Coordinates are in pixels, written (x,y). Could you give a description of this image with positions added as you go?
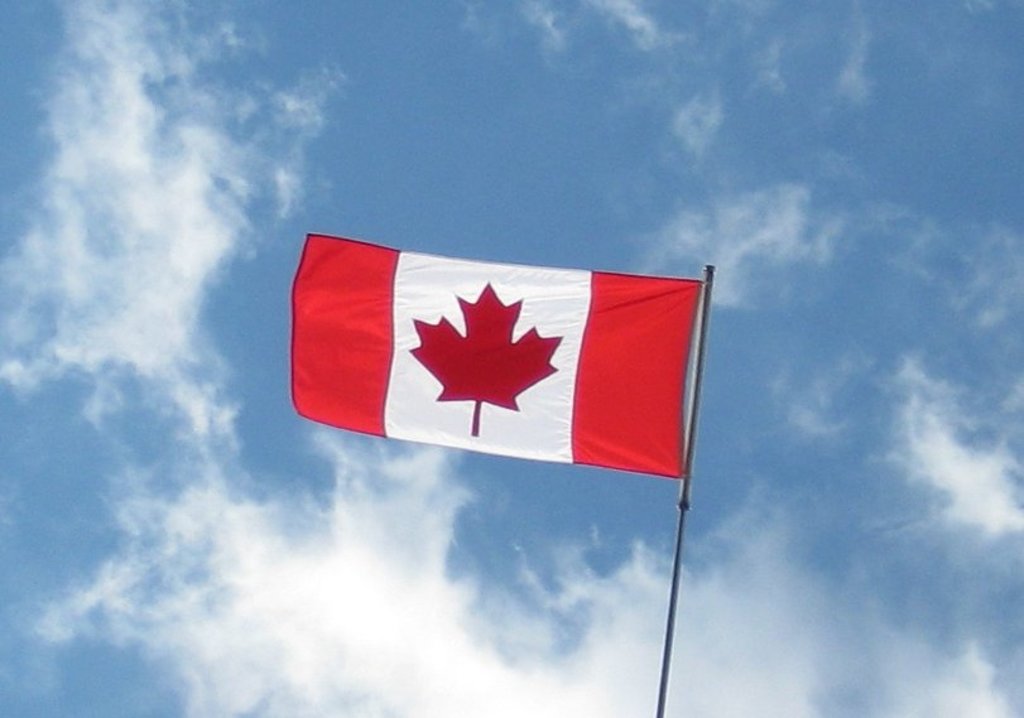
In the center of the image (543,348) we can see a flag (592,332). In the background (509,162) there is sky (597,164) with clouds (355,578).
